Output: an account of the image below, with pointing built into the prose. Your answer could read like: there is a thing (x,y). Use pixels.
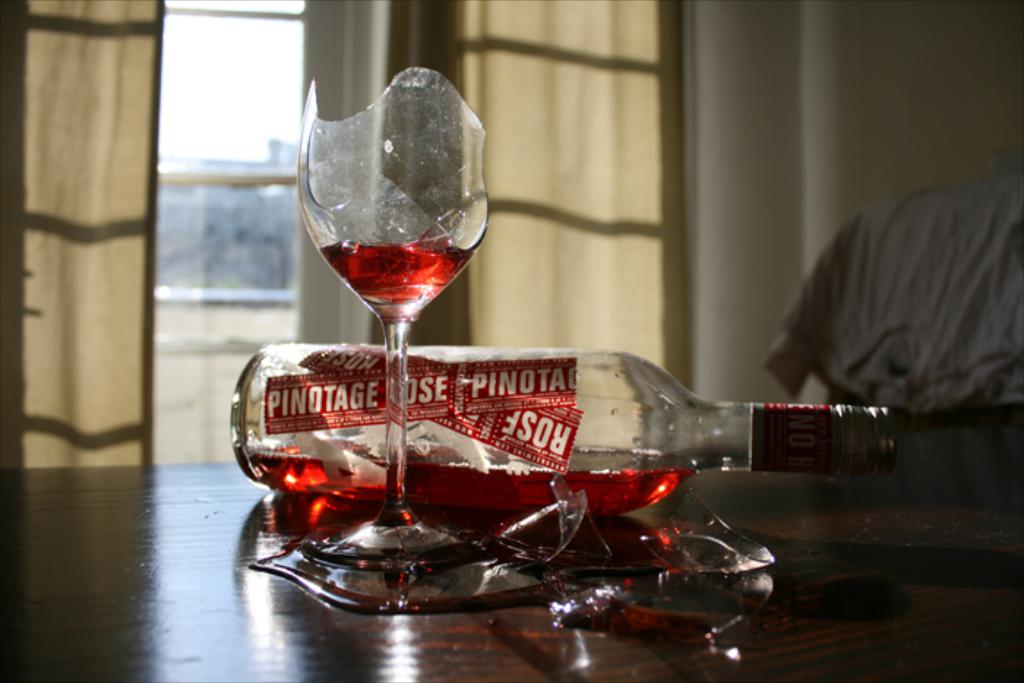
On this wooden surface (291,519) there is a bottle (627,461) and glass (377,192). Background (550,90) it is blur. We can see curtains (528,85) and cloth (936,302).
